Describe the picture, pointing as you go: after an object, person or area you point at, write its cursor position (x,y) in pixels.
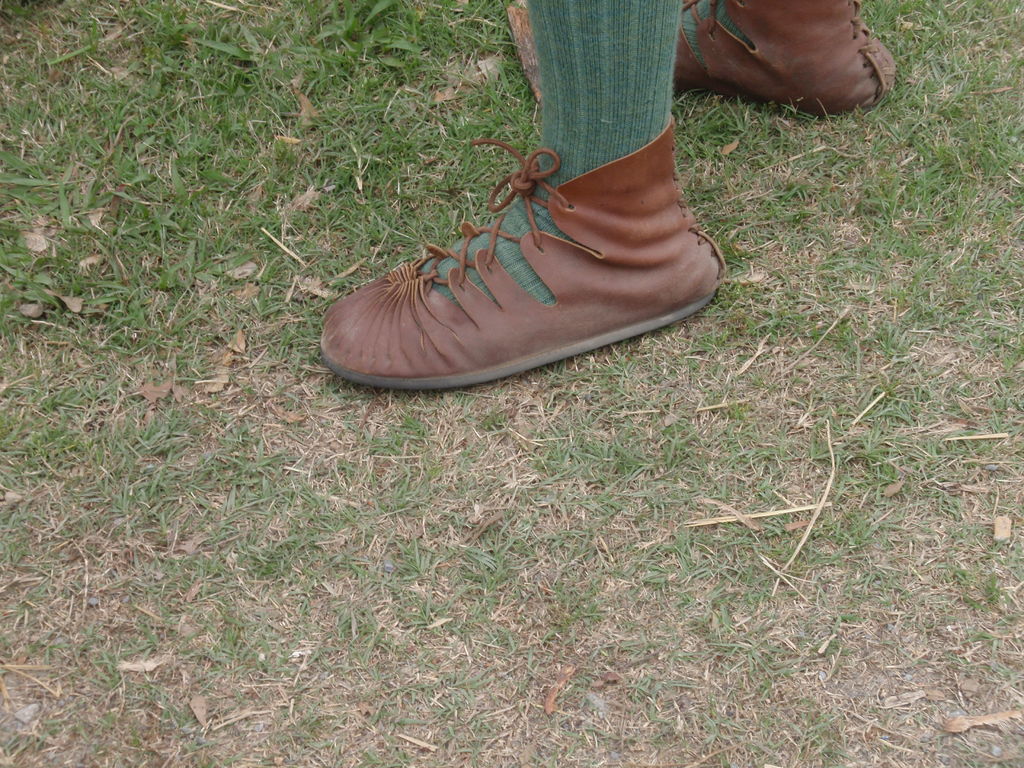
In this image, we can see a person (588,120) wearing shoes (431,320) and at the bottom (399,563), there is ground (271,561).
